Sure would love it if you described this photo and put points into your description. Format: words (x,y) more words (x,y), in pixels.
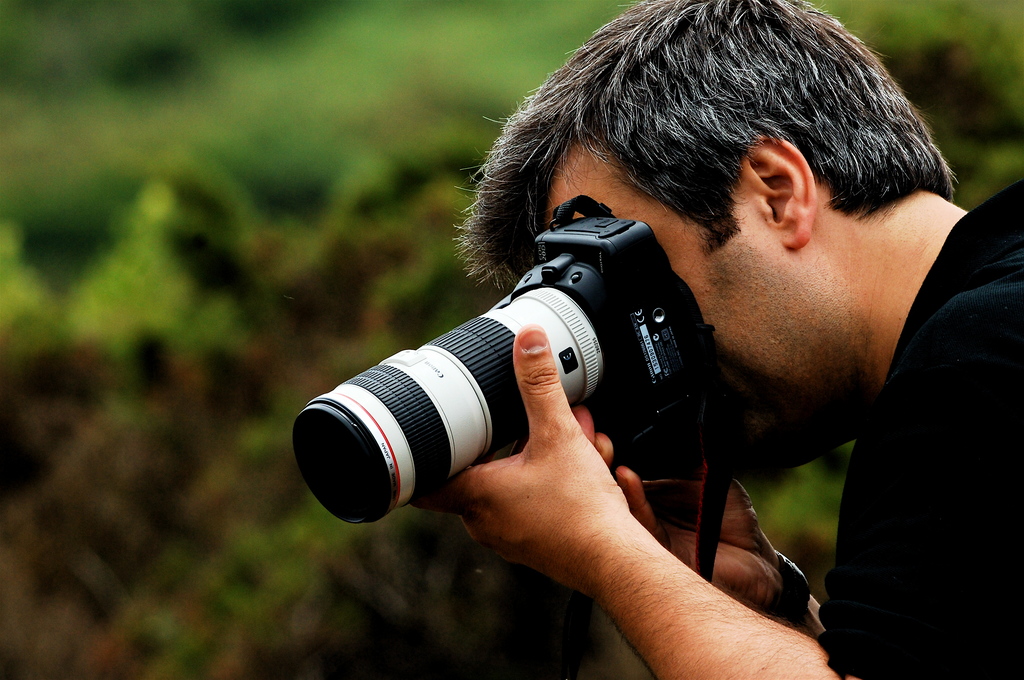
As we can see in the image there is a man (906,347) wearing black color t shirt (938,352) and holding a camera (470,374) and the background (97,357) is blurry.
